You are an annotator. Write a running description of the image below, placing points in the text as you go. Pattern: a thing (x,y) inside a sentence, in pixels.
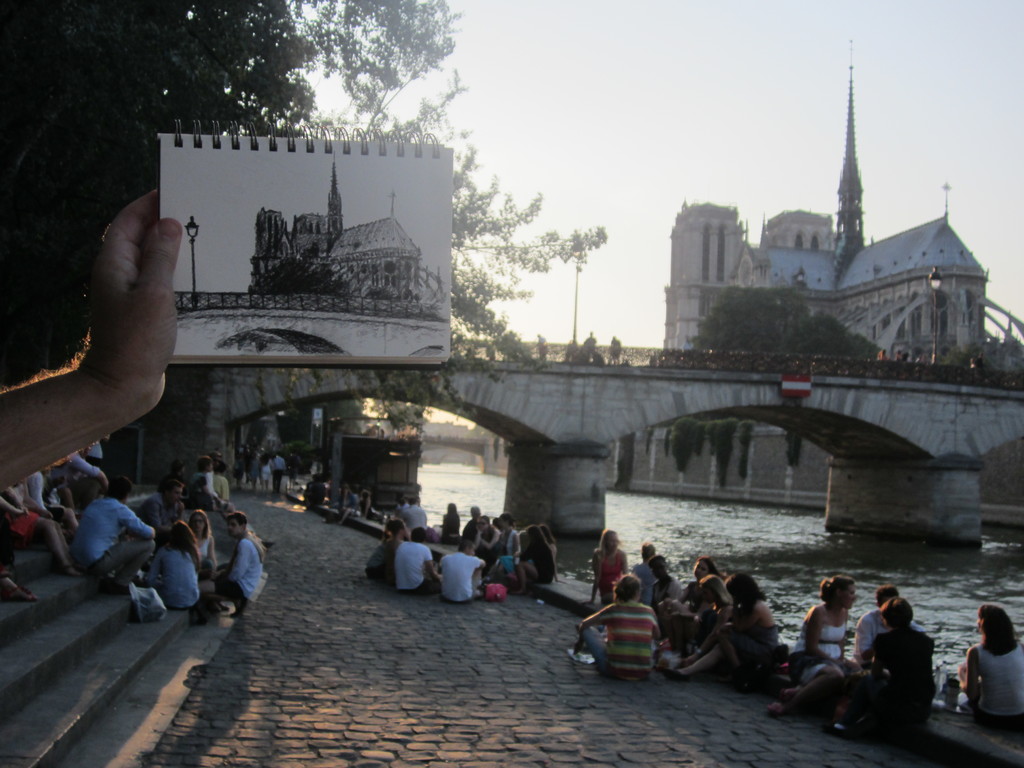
In this image I can see a person's hand (85,379) holding a book (191,313) in which I can see the painting (300,277) of a house (331,240), a pole (195,283) and a bridge (269,297). In the background (181,483) I can see few people (166,529) sitting on stairs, few people (394,561) sitting on the ground (279,502), a bridge (690,378), a boat (372,460), a building (881,272), a tree (836,327) and the sky (636,90). I can see the water (813,551).
